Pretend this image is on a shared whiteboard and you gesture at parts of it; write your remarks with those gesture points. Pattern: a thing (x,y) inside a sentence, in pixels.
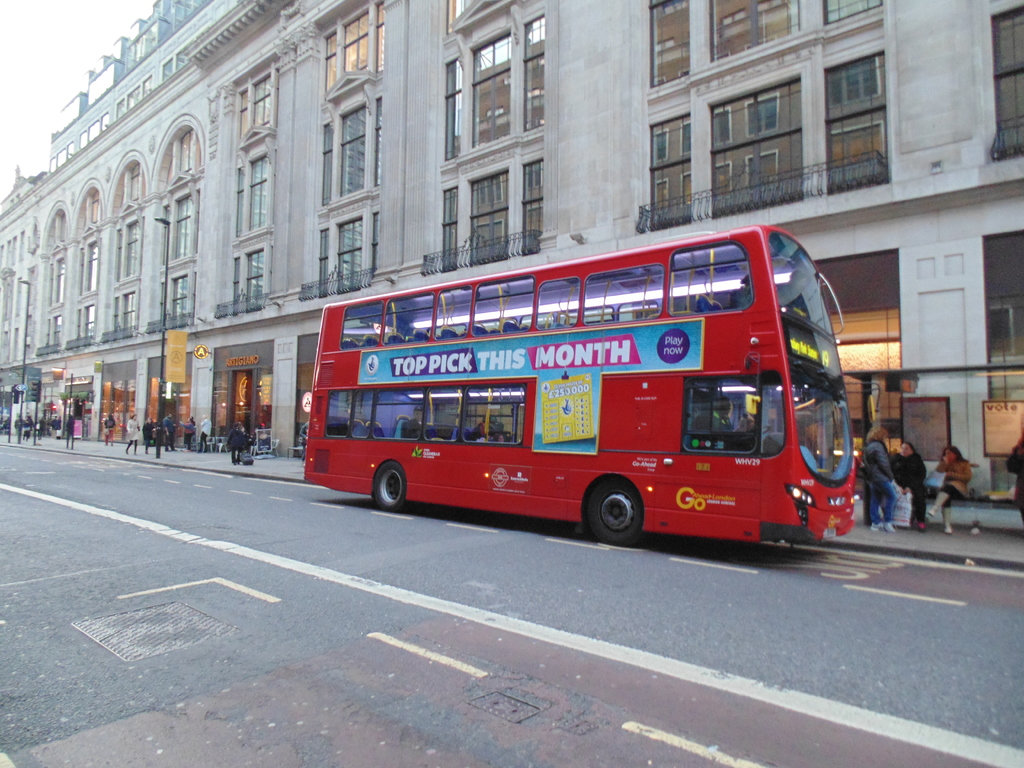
The picture is taken outside a city (187,535). In the foreground of the picture (301,641) it is road (175,473), on the road (663,639) there is a bus (536,356). In the center of the picture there is a footpath (969,536), on the footpath (983,549) there are people (203,442) walking. In the background (820,86) there is a building (340,162), windows (873,122) and street lights (166,222).
